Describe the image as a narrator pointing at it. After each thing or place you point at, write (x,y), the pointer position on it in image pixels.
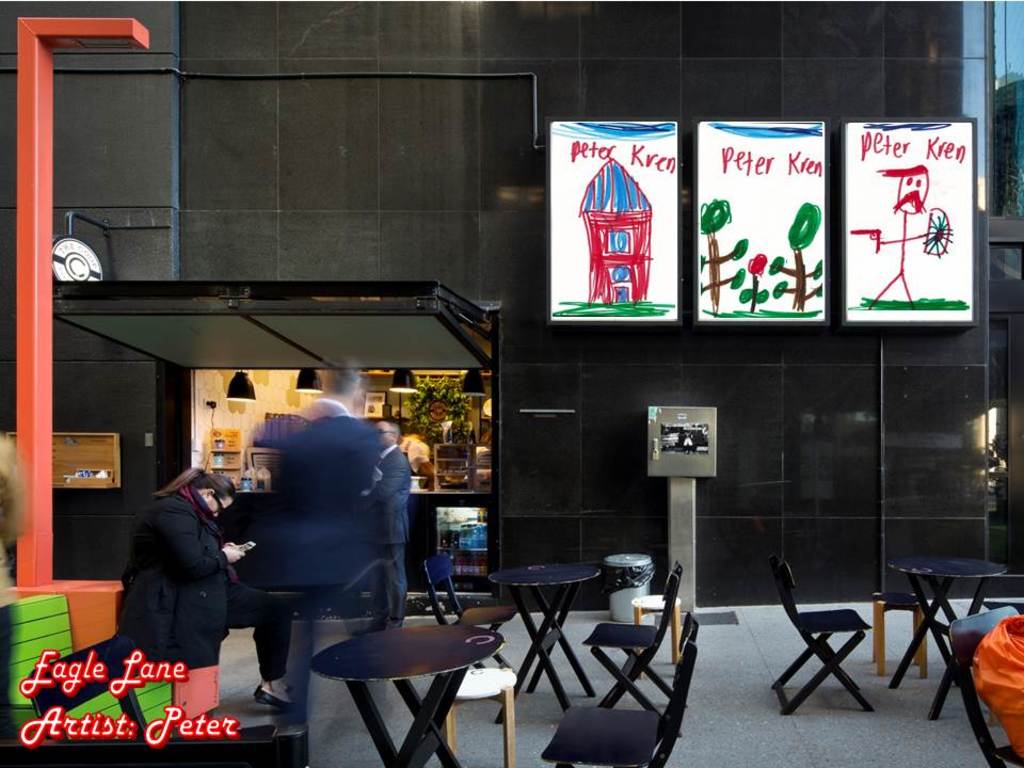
In this picture there is a woman (218,551) sitting on the chair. There is a man (383,498) standing. There is a light (412,374). There is a shop (430,368). There are few posters (791,258) on the building (820,548).
